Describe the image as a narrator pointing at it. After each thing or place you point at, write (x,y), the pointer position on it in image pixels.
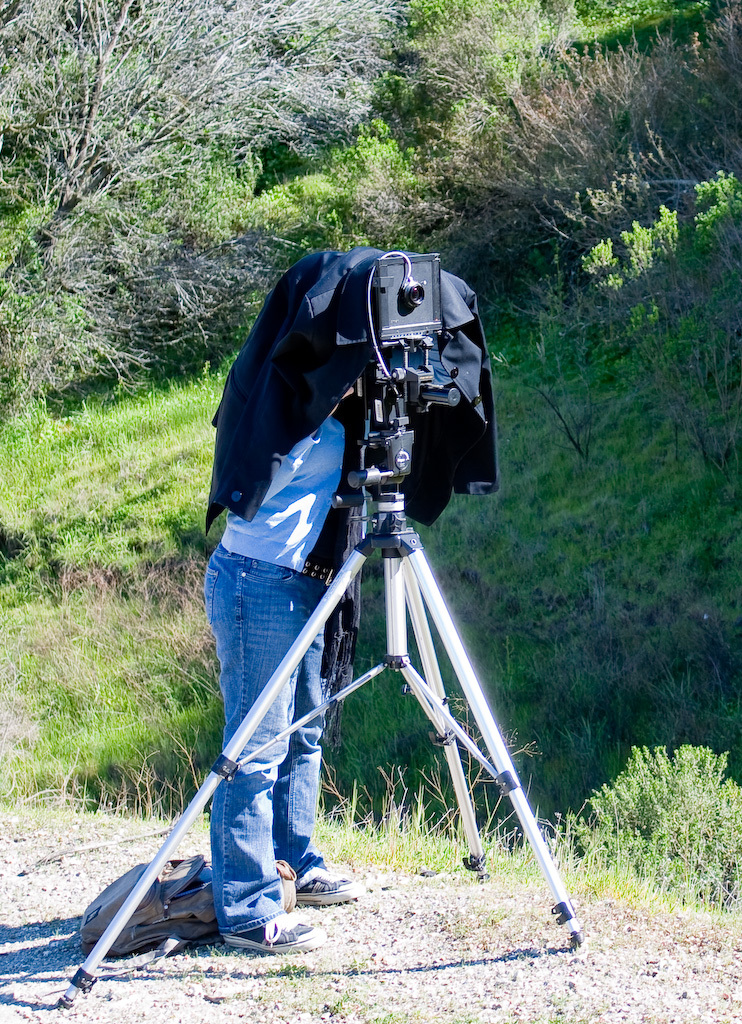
In the image we can see a person (319,353) standing, wearing clothes (346,657), shoes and covering the face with a black cloth (330,340). Here we can see the camera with the stand (341,598). We can even see grass (541,739) and trees (339,184).
